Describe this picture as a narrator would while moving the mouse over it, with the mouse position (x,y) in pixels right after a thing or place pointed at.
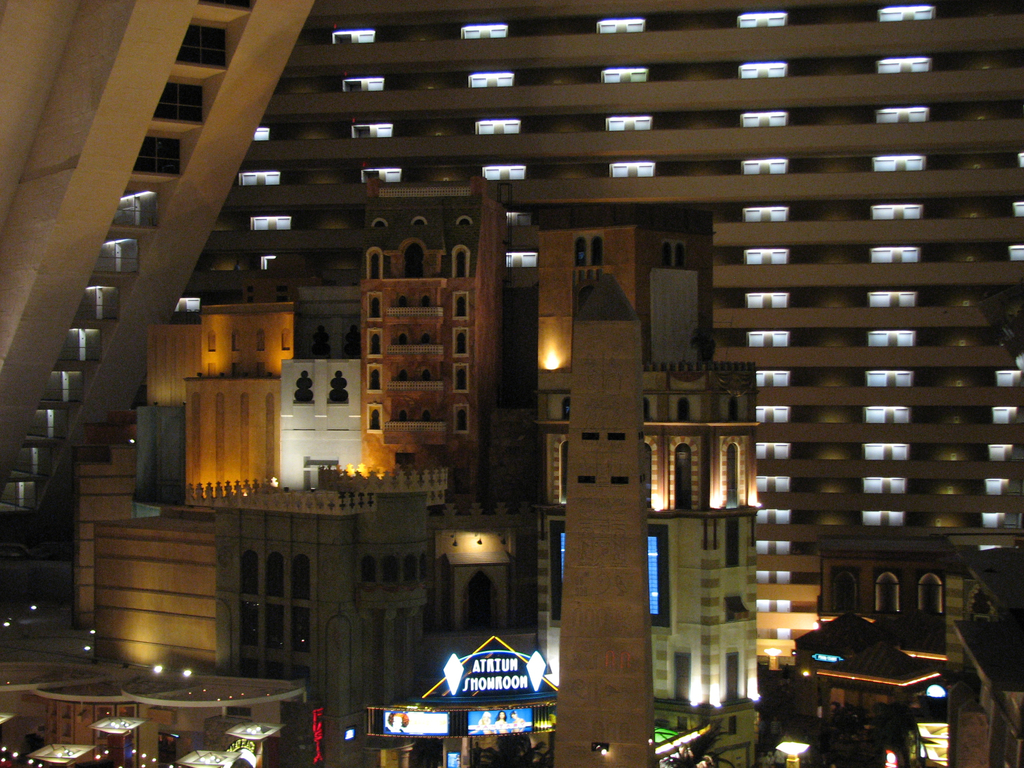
In this image I can see number of buildings (390,460), number of windows (371,352) and lights (796,742). On the bottom side of this image (475,685) I can see few boards (486,679) and on these boards (453,670) I can see something is written.
